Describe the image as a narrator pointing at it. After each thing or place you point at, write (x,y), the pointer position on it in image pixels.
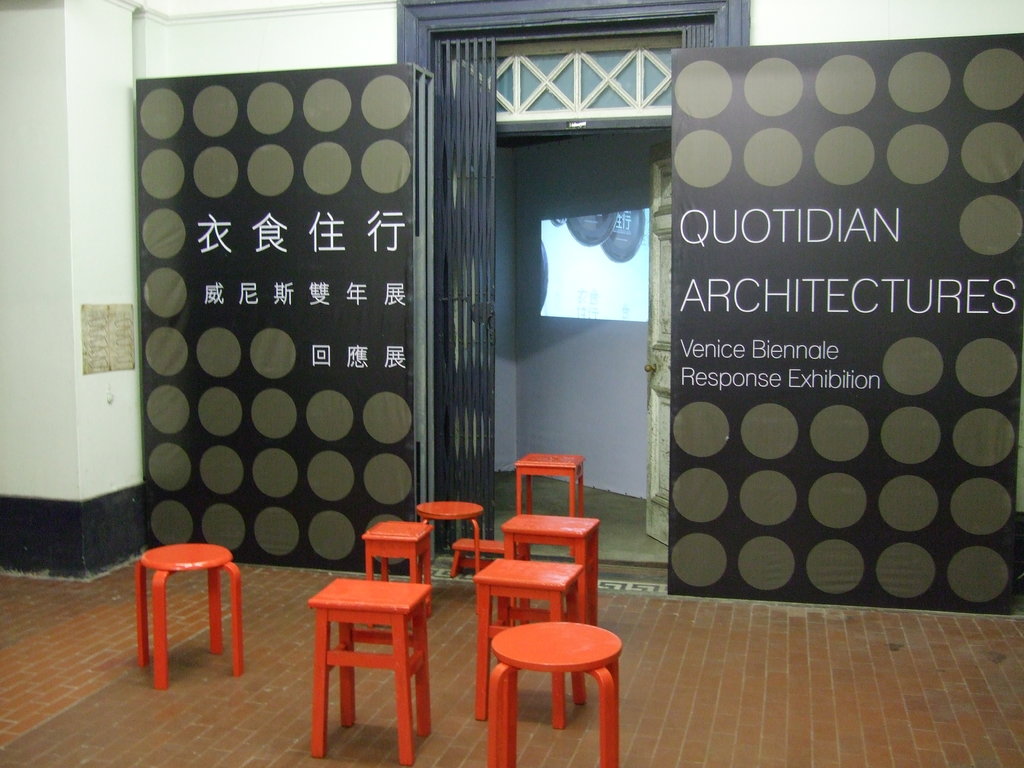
In this picture I can see many red color chairs (407,682) on the floor (591,692). In the center (665,318) I can see the gate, beside that I can see the banner (748,327). On the left (35,288) there is a pillar (38,304).
